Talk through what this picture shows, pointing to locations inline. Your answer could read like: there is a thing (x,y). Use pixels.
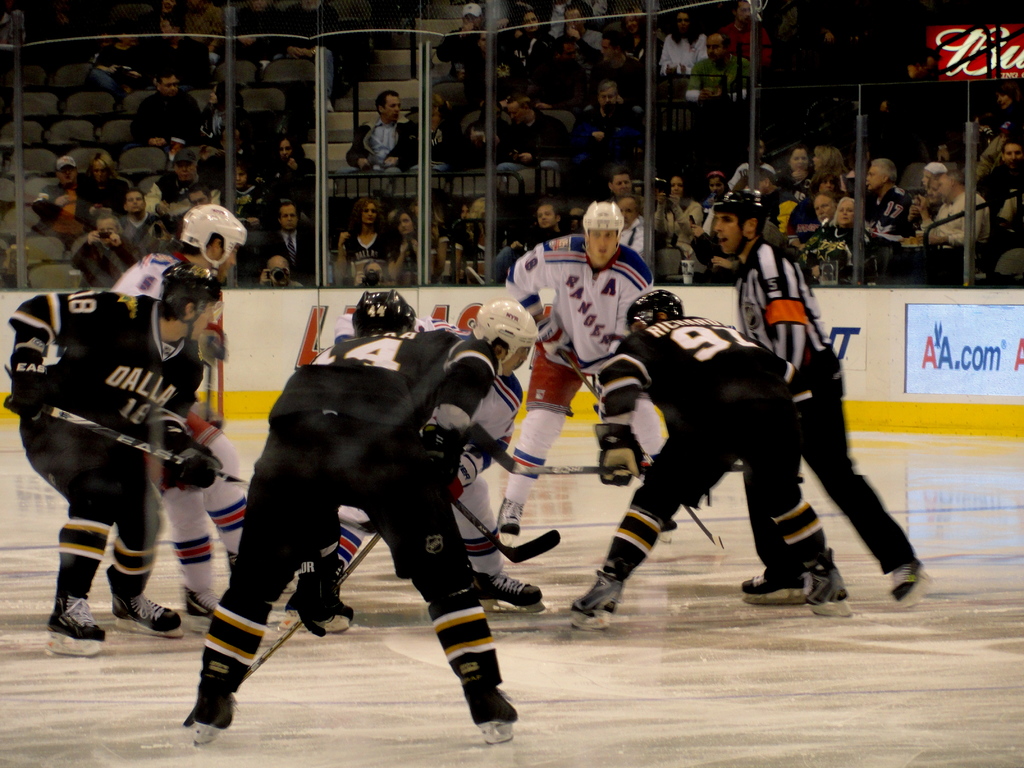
Here I can see few people (411,337) wearing T-shirts (282,415), helmets (210,279) to the heads (514,343), holding hockey sticks (533,543) in the hands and playing a game on the ice (678,682). In the background (879,310) there is a board (872,327) on which I can see some text (313,324). At the back of it I can see many people (583,87) are sitting on the chairs (83,156) and looking at the people (414,352) who are playing.
